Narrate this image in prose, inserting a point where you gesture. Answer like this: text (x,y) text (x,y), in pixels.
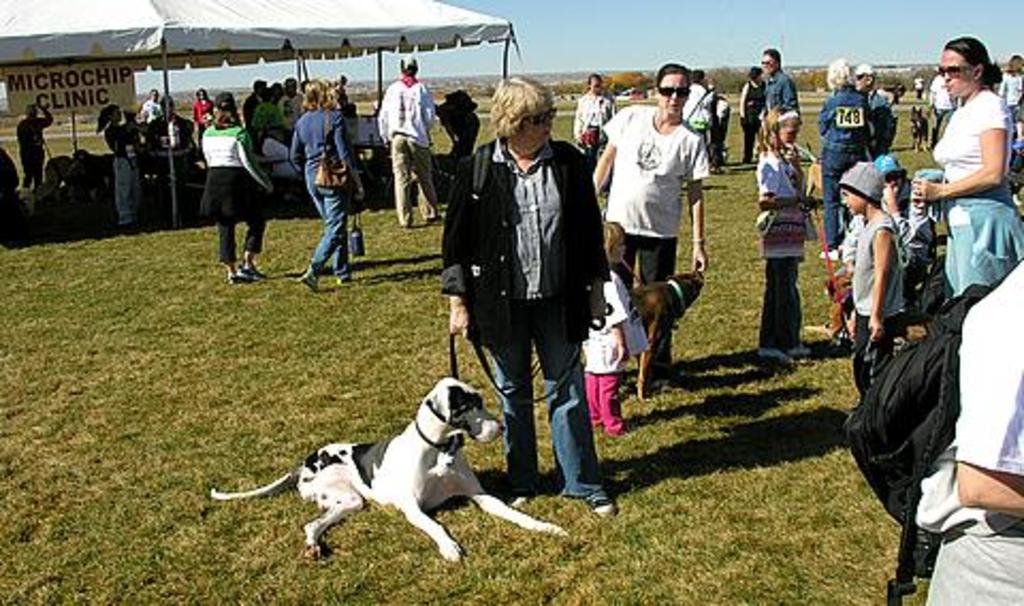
In the image there is a woman (514,295) stood beside a dog (407,463) and there are people (1002,198) walking and the floor (244,541) is of grass (530,542).
